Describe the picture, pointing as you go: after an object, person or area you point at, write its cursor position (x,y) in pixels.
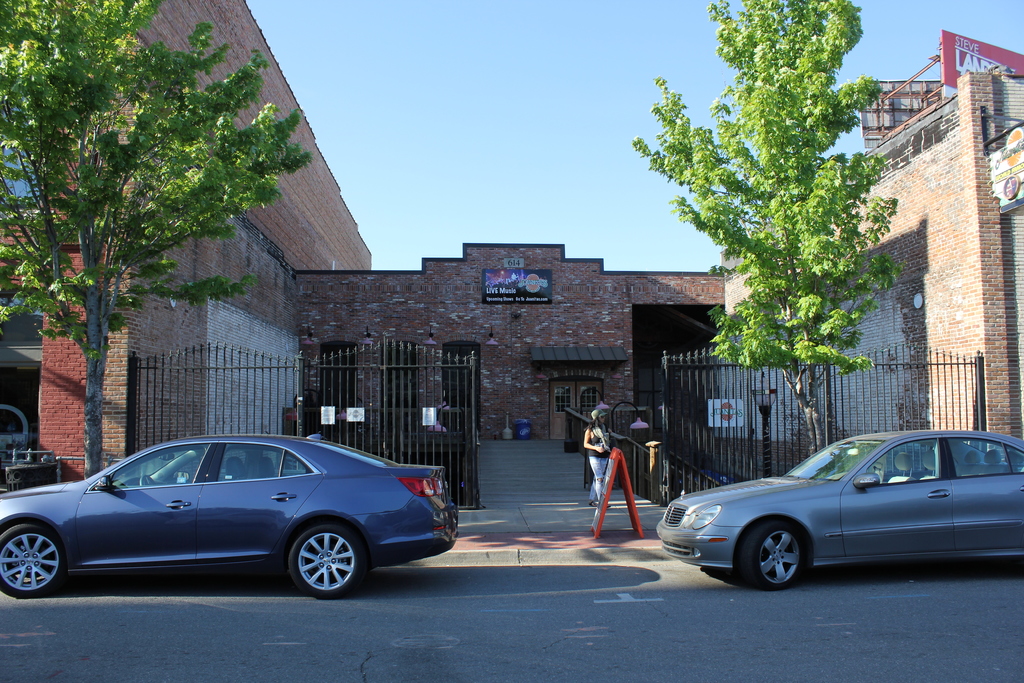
In this picture we can see cars (189,511) on the road (644,608), fence (451,437), person (598,467), trees (80,191), name boards (491,279), buildings (940,291), hoardings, some objects (598,390) and in the background (622,105) we can see the sky (401,253).
